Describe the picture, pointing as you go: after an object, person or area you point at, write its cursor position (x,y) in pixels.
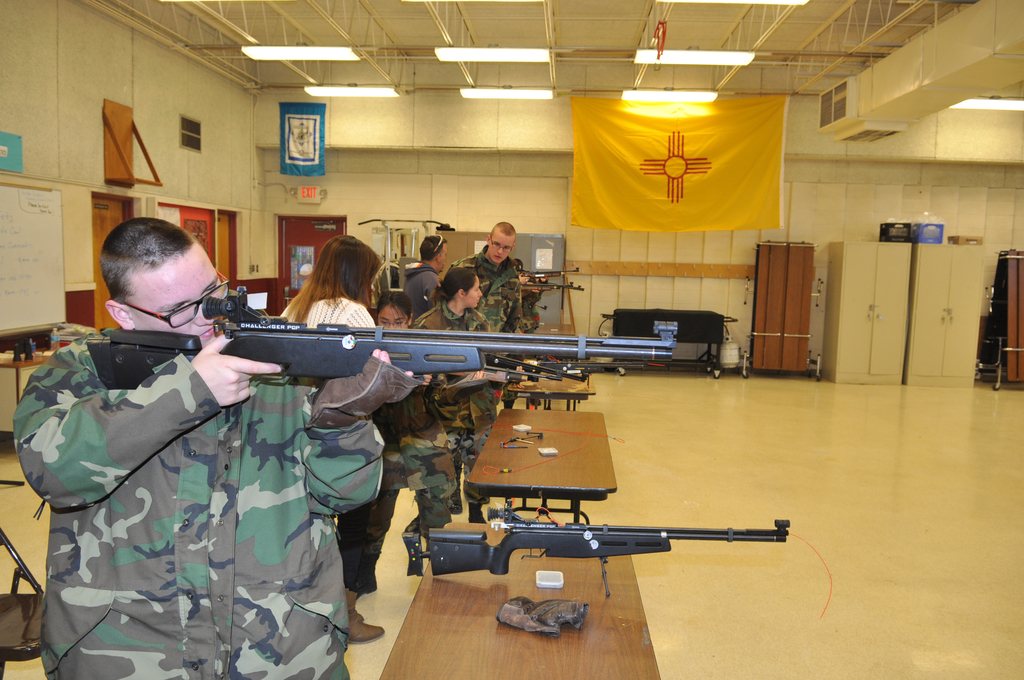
A man (256,468) wearing specs (183,313) is holding a gun (330,345). There are tables (526,450). On the table (523,394) there are guns (533,368). There are many persons (460,290) standing. In the background (479,177) there is a wall (545,206). On the wall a flag (699,133) is there. Also lights (662,57) are in the ceiling (693,44). In the back (844,313) there are cupboards (858,313), board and doors (187,213).
